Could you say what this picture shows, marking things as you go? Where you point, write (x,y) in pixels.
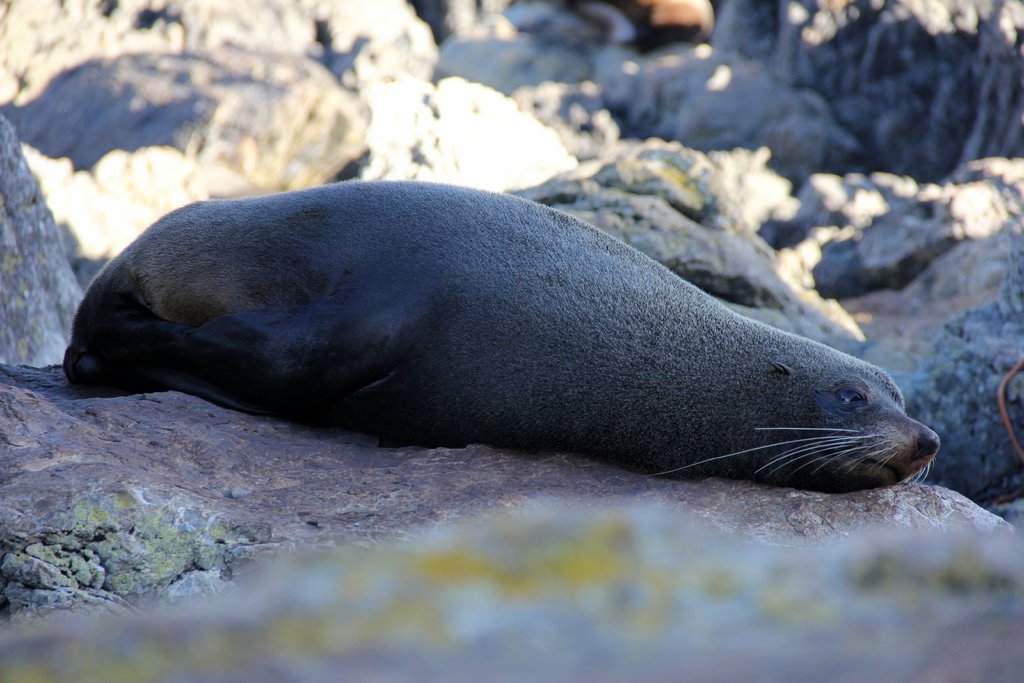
In the image in the center (509,355) we can see a seal (539,363), which is in black color on the stone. In the background (506,68) we can see stones (483,99).
